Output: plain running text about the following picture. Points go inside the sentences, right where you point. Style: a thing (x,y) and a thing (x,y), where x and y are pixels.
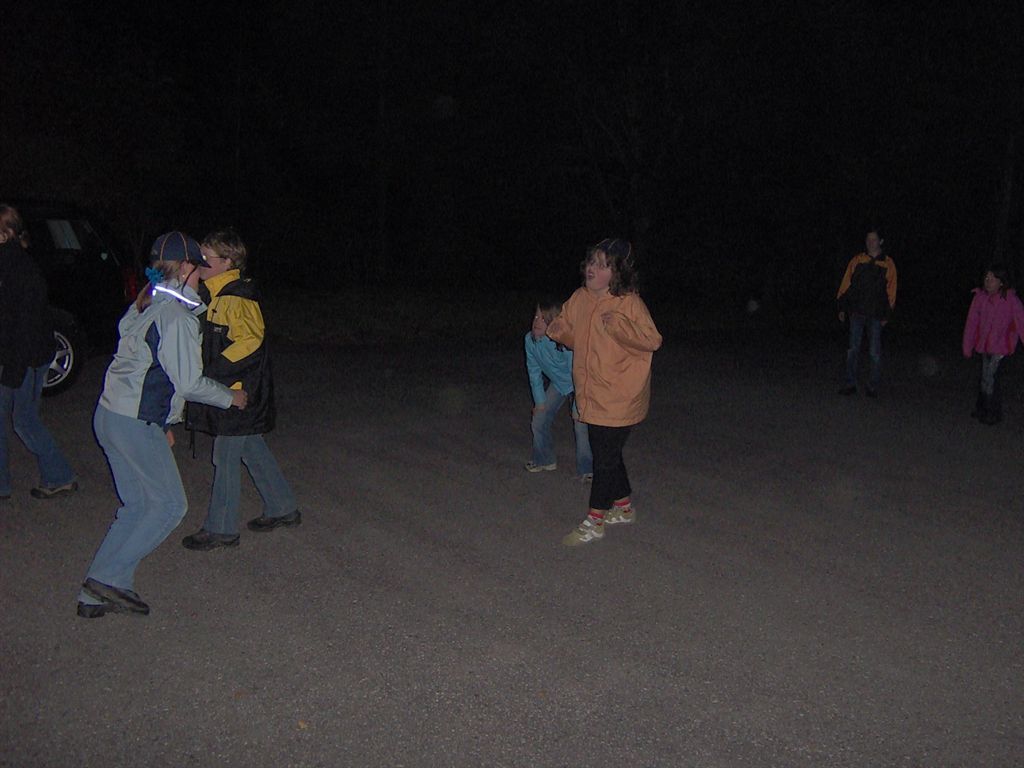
In this picture I can see few people (602,310) are standing and few (213,497) are walking. I can see a car (60,308) on the left side of the picture (57,234) and a dark background (986,192).
